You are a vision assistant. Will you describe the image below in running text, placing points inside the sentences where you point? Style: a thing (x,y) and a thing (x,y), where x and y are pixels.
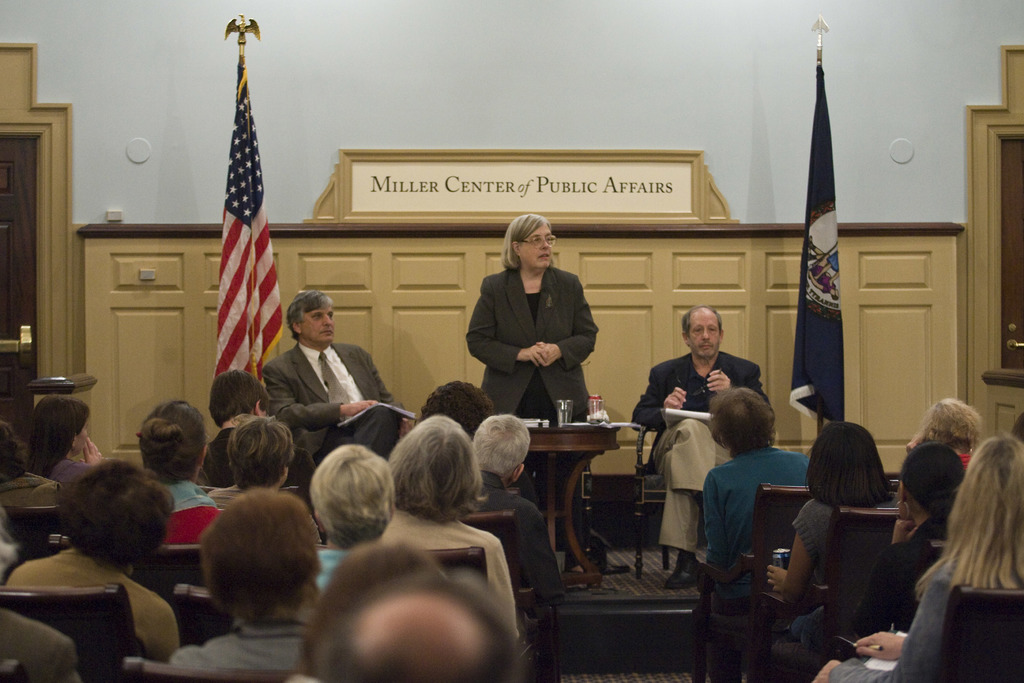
There are many people (337,470) sitting on chairs (766,528). In the back (342,360) there are two persons (666,371) are sitting. In the middle (570,338) a lady (537,329) wearing black dress (539,334) is standing wearing a spectacles (540,241). In front of her there is a table (566,450). On the table (557,438) there are glasses (573,416) and some other items (599,422). There are two flags (273,263). In the background (445,82) there is a wall (526,184) and something is written on the wall (612,413).
